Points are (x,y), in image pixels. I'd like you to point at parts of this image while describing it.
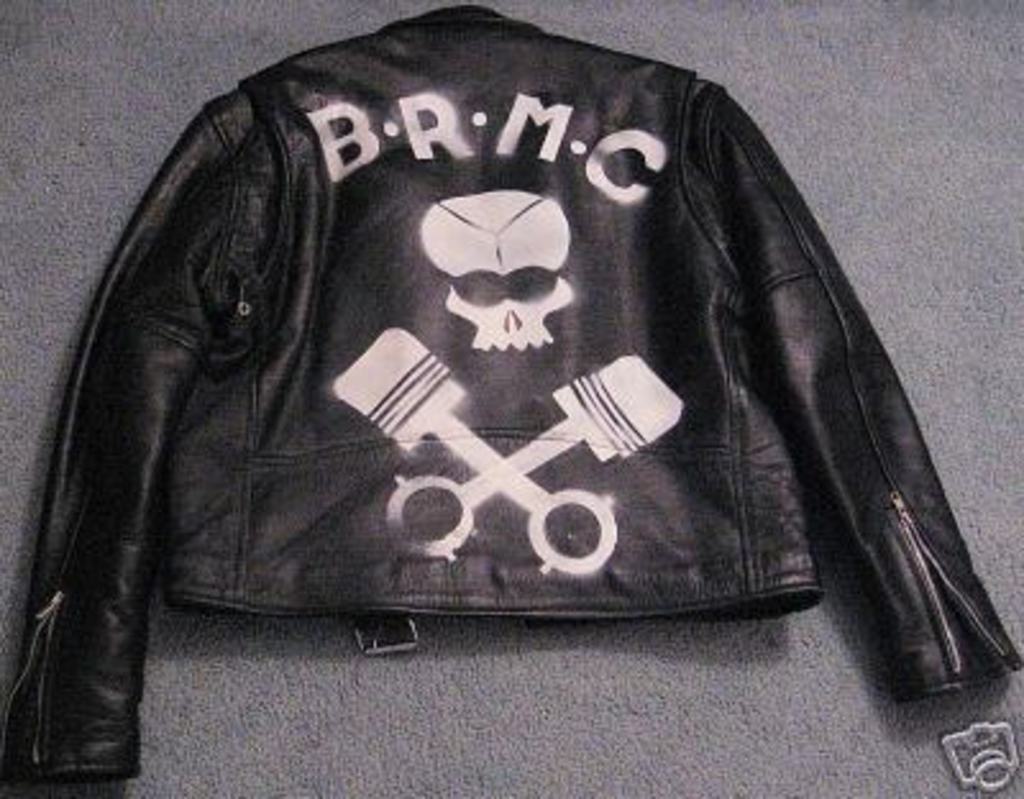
There is a black color jacket (625,359) which has something written and drawn on it.
